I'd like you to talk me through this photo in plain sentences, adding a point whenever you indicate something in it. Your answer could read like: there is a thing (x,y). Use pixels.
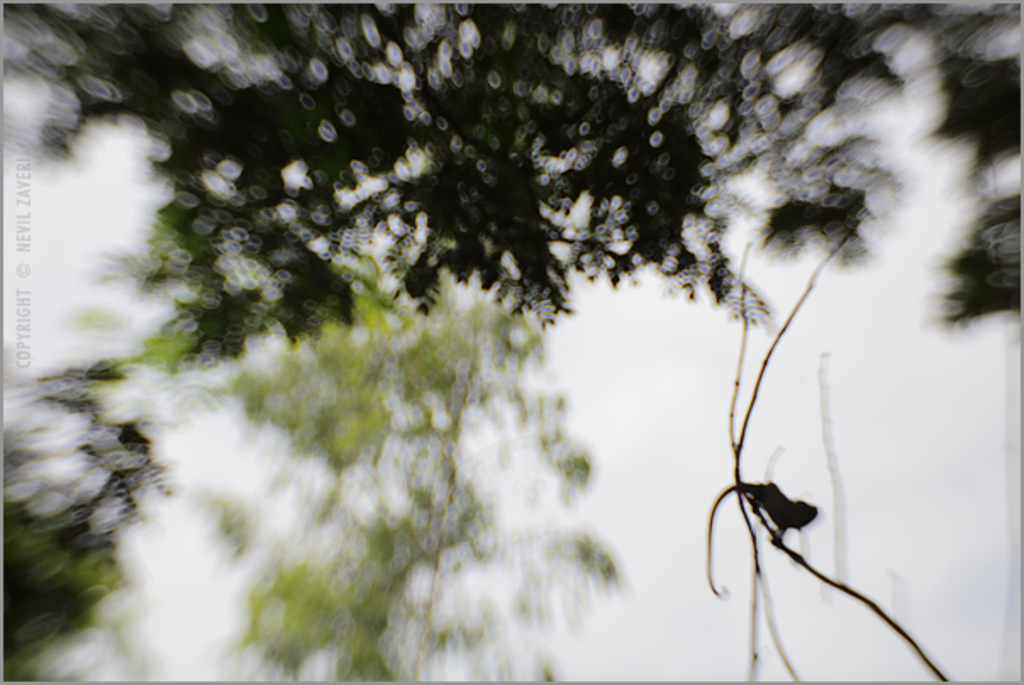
In this picture, it seems like a reptile (765,509) on a stem (801,556) on the right side (756,522), there are trees (527,408) and sky (549,387) blur, there is text (23,206) on the left side (34,321).
